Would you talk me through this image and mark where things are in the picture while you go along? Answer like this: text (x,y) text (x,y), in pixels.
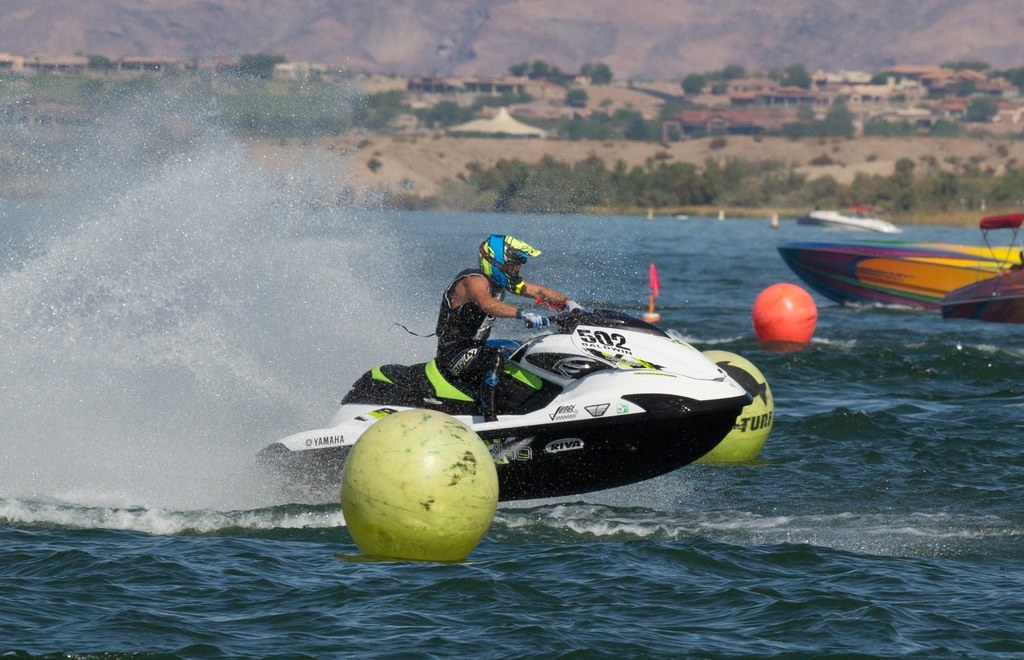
In the foreground of the picture (207,537) there is water (1019,469), in the water (212,625) there are balls (447,452), boats (976,264) and a person (542,322) on jet ski (541,417). In the background (507,156), on the land (758,153) there are trees (463,110), buildings (512,84) and hill (670,56).
